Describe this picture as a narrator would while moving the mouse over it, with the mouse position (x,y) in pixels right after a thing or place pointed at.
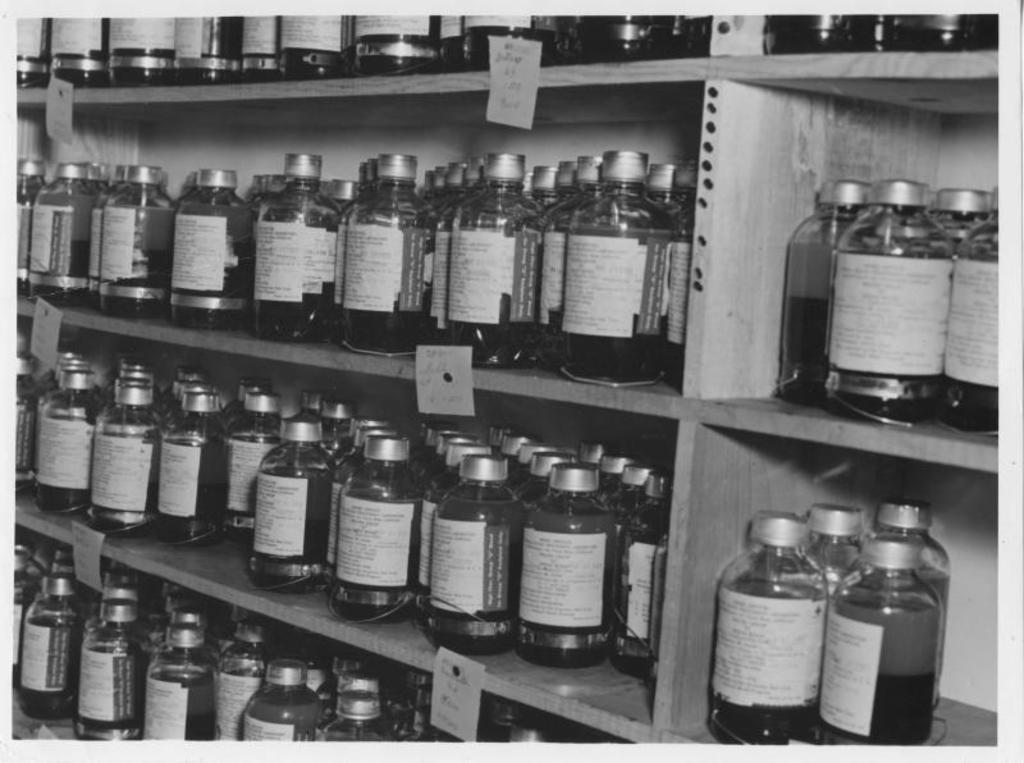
This is a black and white image. There are shelves (127,541) and bottles (152,61) are in the shelves (408,366). There is some liquid (484,611) in that bottle (507,613).
